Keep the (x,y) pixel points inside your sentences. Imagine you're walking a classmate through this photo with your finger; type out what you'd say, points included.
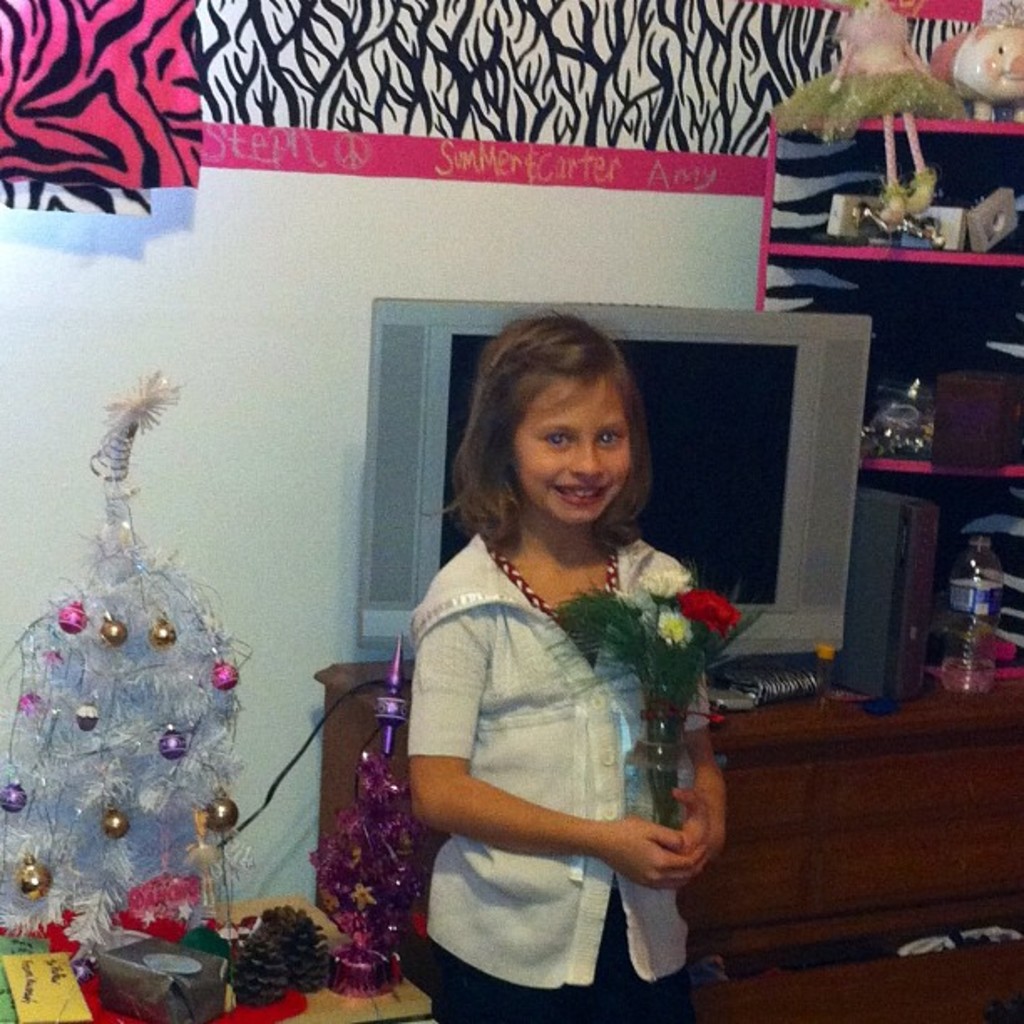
In this picture we can see a girl (586,921), she is holding a flower vase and in the background (702,928) we can see a television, device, bottle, shelves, toys (1011,25), cupboard (820,853), table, wall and some objects (872,708).
